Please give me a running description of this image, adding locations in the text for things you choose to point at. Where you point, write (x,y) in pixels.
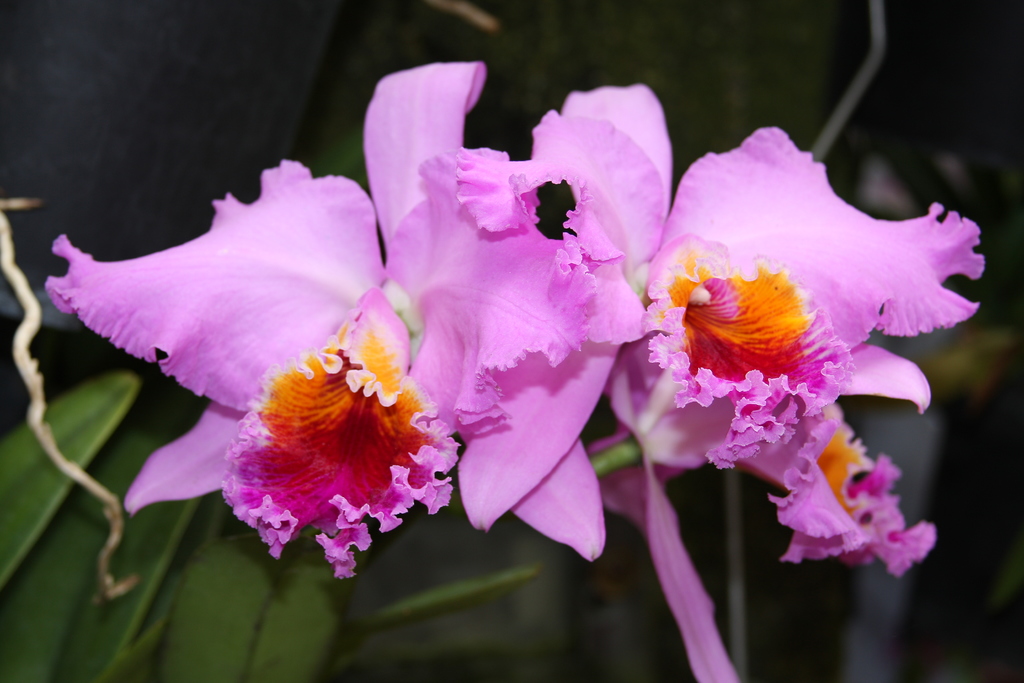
In this image we can see flowers (520,336) which are in pink color. At the bottom (187,567) there are leaves (187,574).
